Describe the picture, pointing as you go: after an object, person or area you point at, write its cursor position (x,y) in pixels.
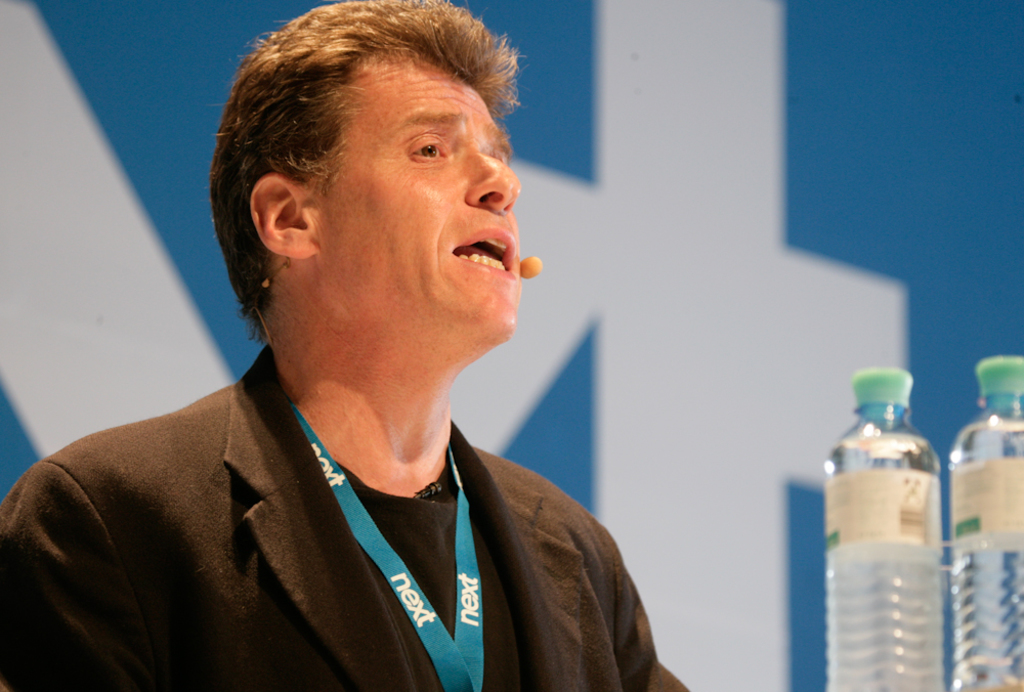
In this image there is a man (151,462) wearing identity card (398,582) and talking. In the right side of the image (1009,507) there are two bottles (831,492) with a label (910,515). At the background (691,118) there is a poster (770,462).
